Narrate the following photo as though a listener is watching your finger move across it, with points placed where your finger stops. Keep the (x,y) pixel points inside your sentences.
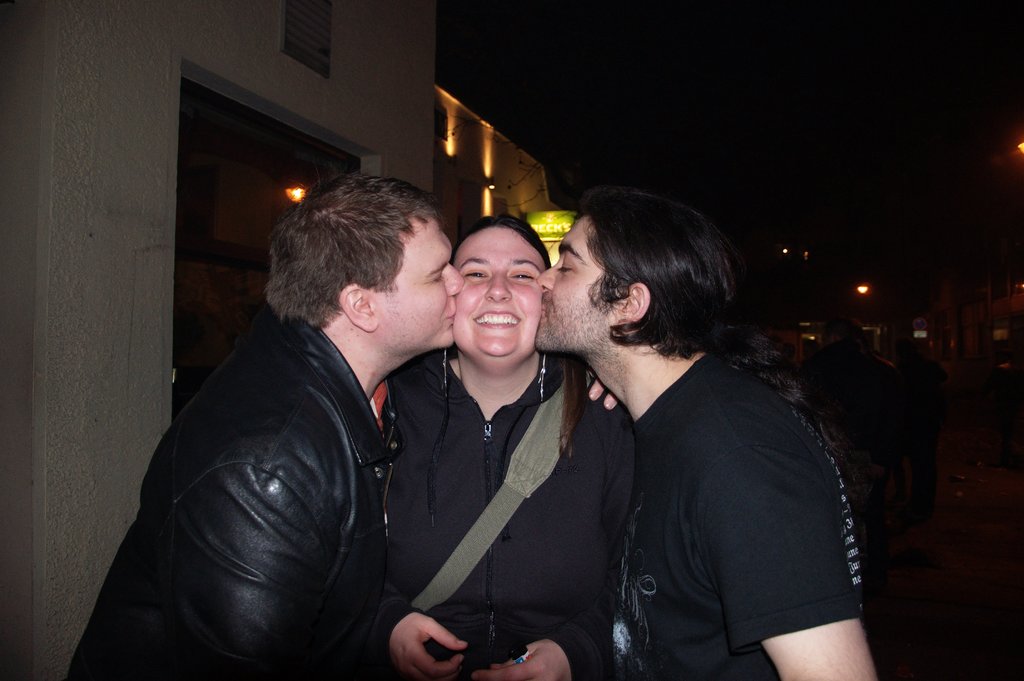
Background (877,194) is completely dark. Here we can see lights (568,228). Here we can see two men (345,371) kissing a woman (428,381) who is standing in the middle of them. She is carrying a pretty smile (493,312) on her face (529,326). Here we can see bag strap (530,474) on her body (579,384). This both men (659,499) wearing black shirts (738,522).
